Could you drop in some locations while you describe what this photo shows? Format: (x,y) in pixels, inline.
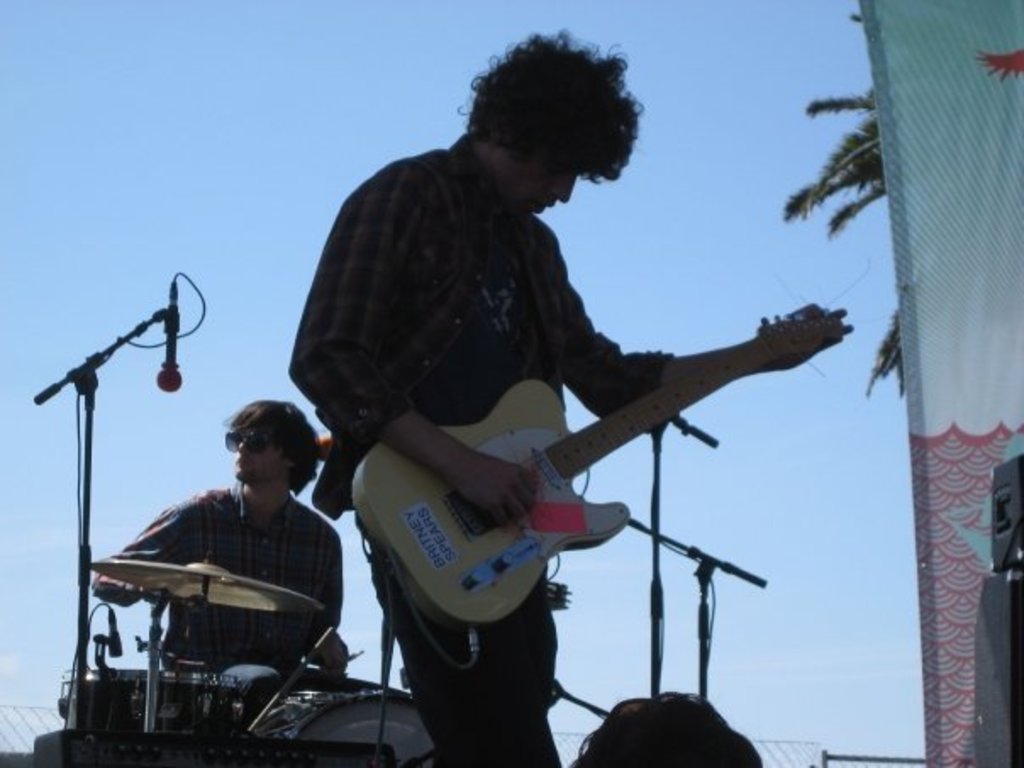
This is a picture taken in the outdoor, there are the two persons (428,362) on the stage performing the music instruments (406,549). Background of this two people (331,598) is sky (246,188).
